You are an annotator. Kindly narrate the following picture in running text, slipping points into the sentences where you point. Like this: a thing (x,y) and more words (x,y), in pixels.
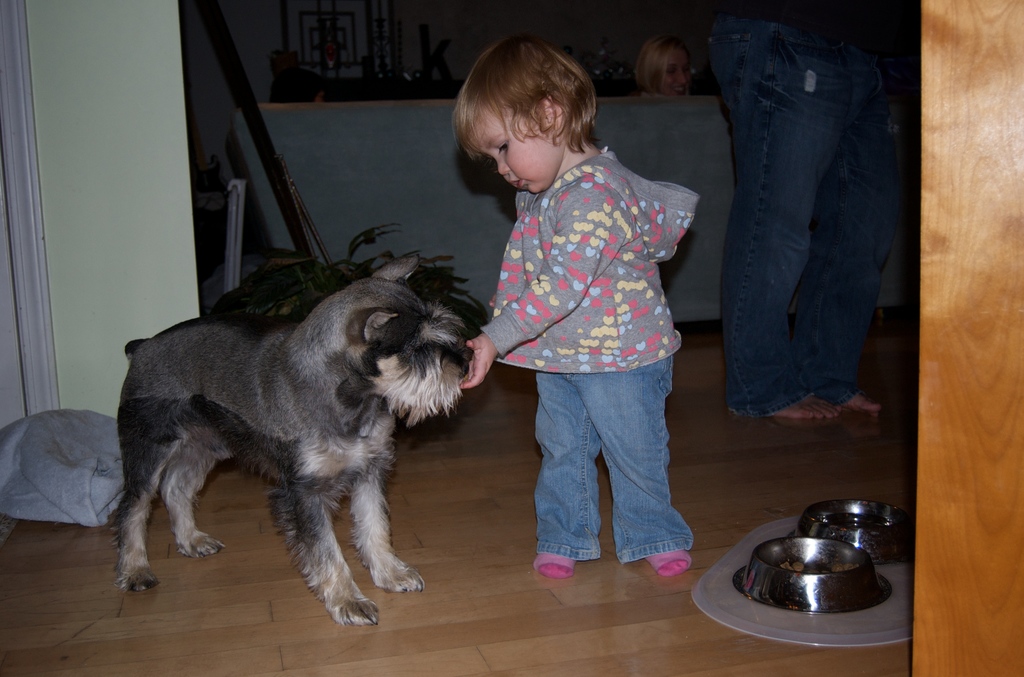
In this image we can see one dog (184,364), one child (579,362) standing near to the dog (244,421), one plate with two bowls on the floor (593,640), one wooden door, one person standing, some poles (237,188), one woman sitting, some objects (279,61) on the table (344,90) near to the wall (625,36) and some objects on the floor (602,612).
